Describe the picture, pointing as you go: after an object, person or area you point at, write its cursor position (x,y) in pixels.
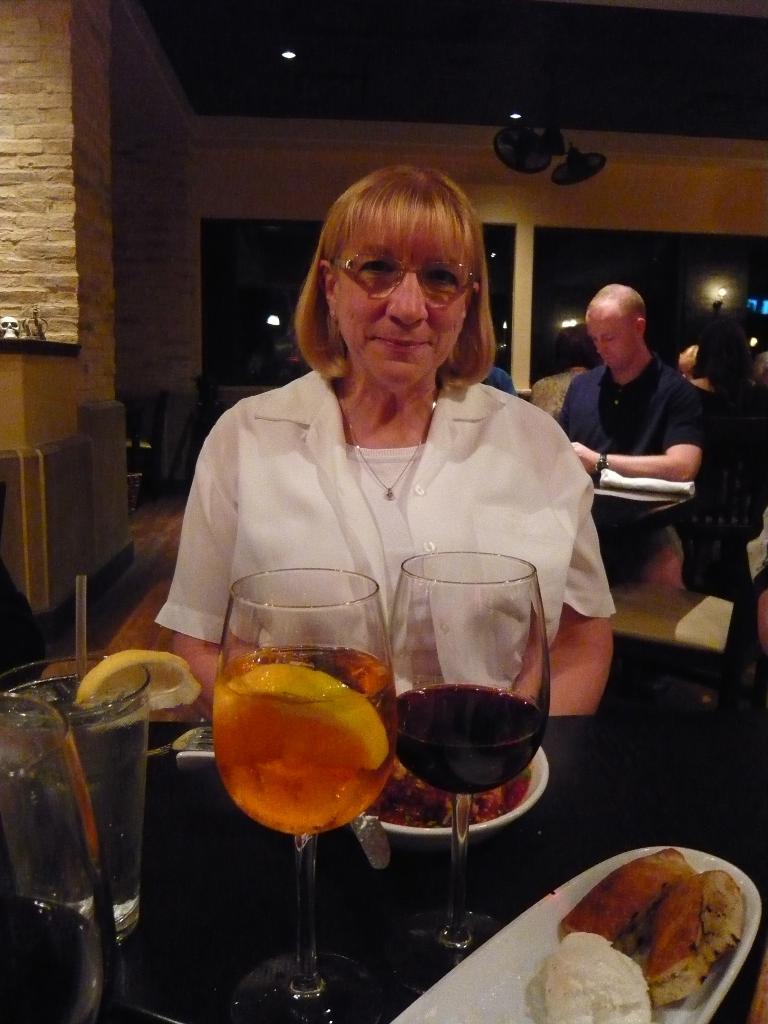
There is a woman (392,568), in front of this woman (383,607) we can see glasses (23,716), plates (559,904) and food (558,955) on table (601,741). On the background (655,468) we can see wall (160,349), persons (645,463), table (622,505) and windows (554,265). On top (520,145) we can see lights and fans (512,151).
